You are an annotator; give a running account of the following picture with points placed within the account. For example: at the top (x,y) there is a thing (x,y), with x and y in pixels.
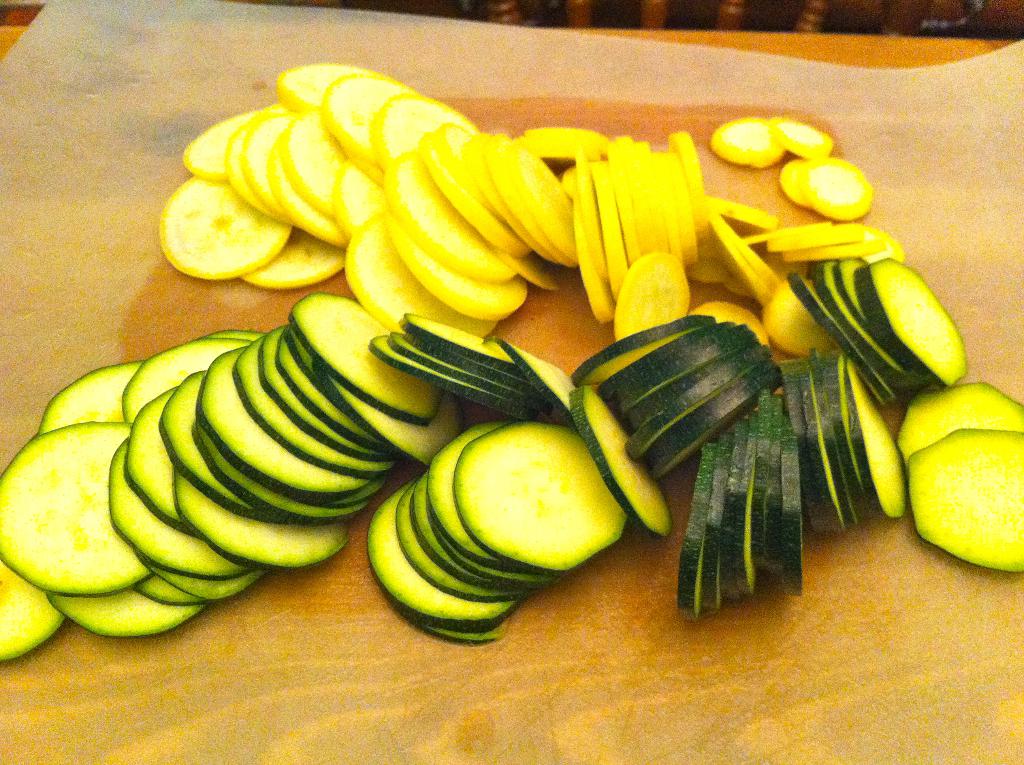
On this surface (422,35) we can see a sliced vegetables (447,310).
